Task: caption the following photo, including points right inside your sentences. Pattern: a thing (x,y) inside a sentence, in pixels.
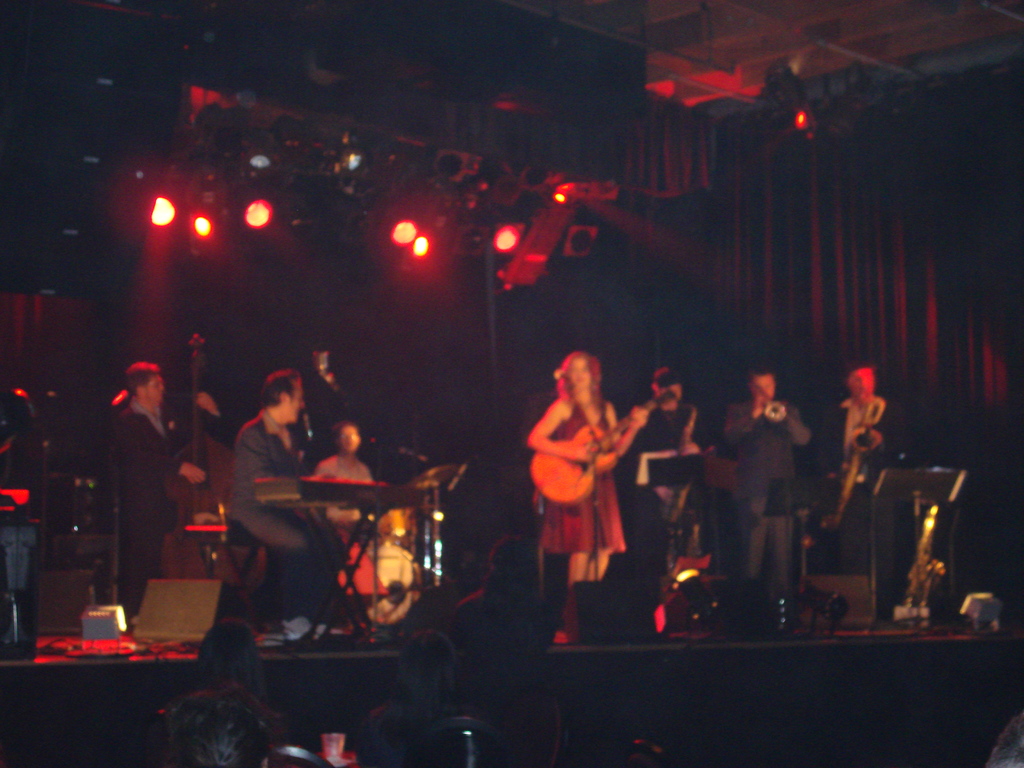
This picture consists of stage (912,693) in the middle (638,505), on the stage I can see there are few persons (151,439) holding musical instruments (383,479) and some musical instruments (406,489) kept on stage (887,630) and at the top (557,209) there are some lights (567,225) visible at the bottom (238,698) I can see persons (259,702).
